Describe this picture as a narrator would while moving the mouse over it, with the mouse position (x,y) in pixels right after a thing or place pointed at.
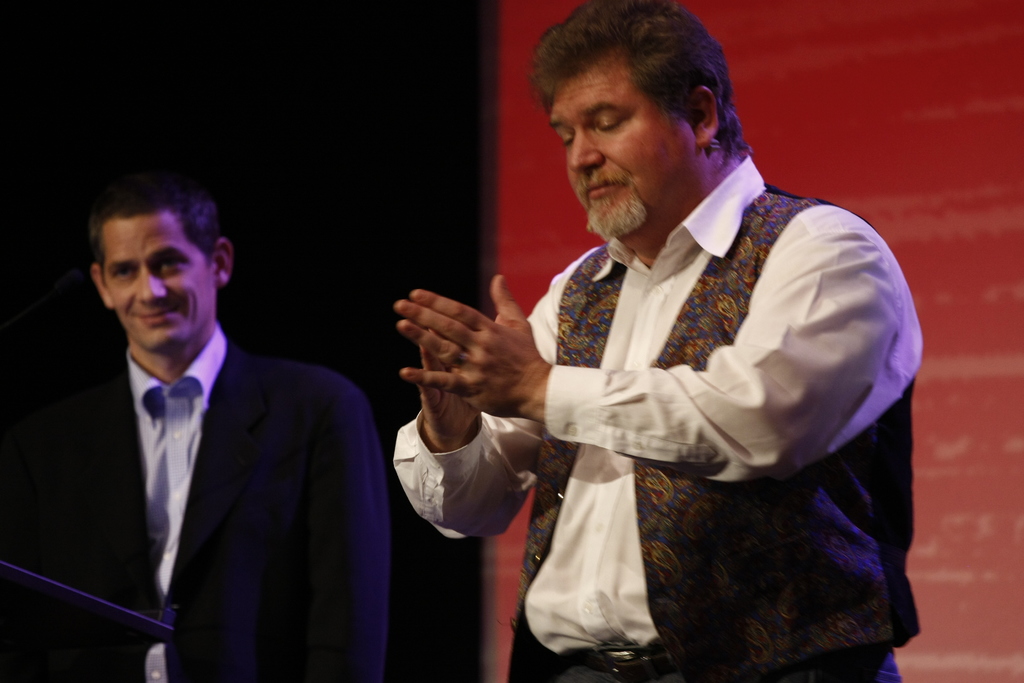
In this image we can see two men (533,480) standing. On the backside (529,162) we can see a wall (516,161).
